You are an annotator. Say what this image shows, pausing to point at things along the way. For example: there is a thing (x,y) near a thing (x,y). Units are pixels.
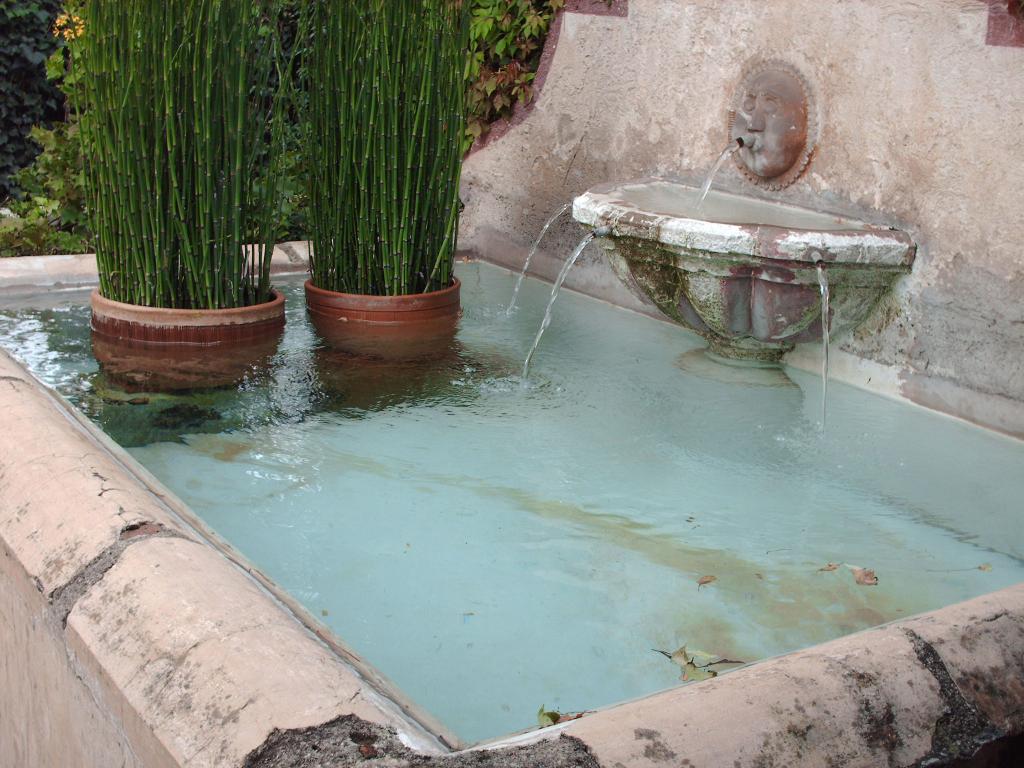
In this image in the center (568,457) there is water (557,468) and there are plants (337,289). In the background (36,66) there are trees (522,71). On the right side (699,195) there is a water fountain (703,200).
